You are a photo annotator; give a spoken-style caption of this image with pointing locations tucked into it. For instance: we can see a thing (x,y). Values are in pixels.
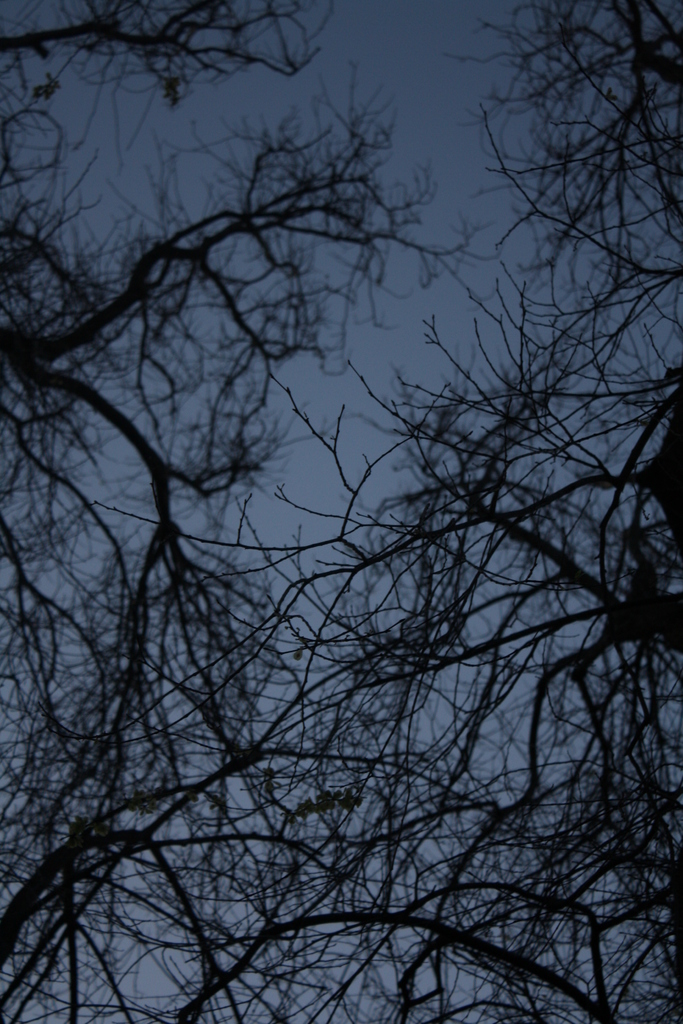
The picture consists of trees (398,658) and sky (299,75).
